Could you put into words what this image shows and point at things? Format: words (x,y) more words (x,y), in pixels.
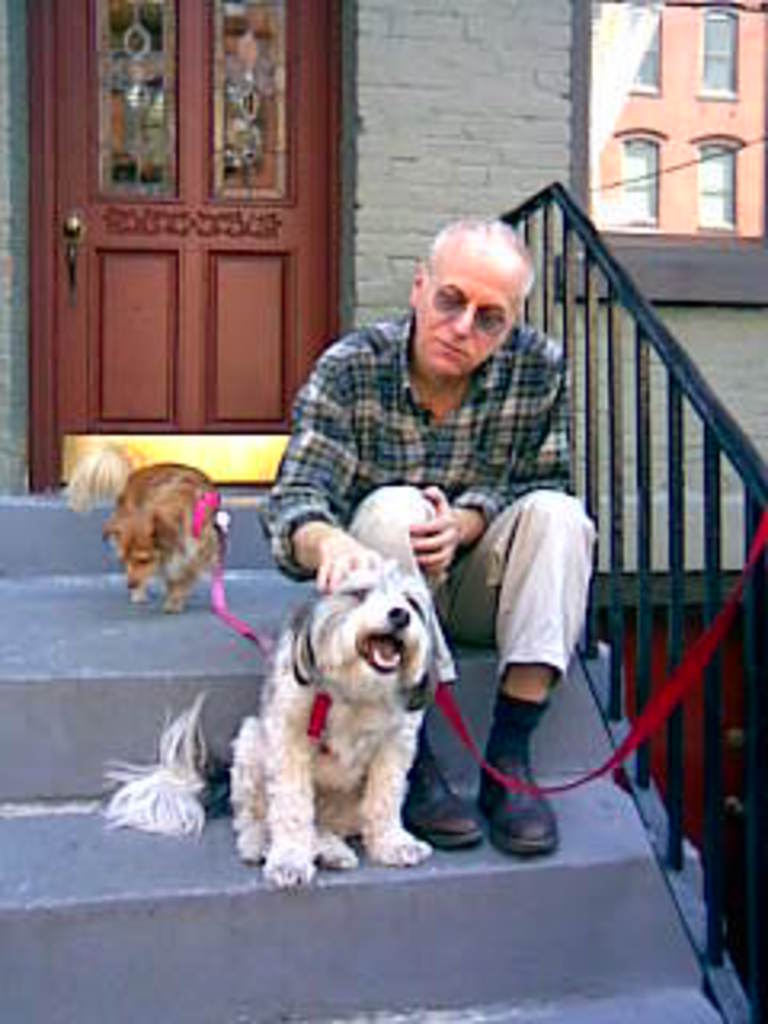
A person (463,433) wearing a goggles (456,302) is sitting on a steps (480,683). There are two dogs (288,649) near to him. There are belts (221,560) for the dog (352,747). There are railings (707,685) and staircase (75,643). In the background (394,133) there is a brick wall (436,145), door (273,153) and window (649,140).
